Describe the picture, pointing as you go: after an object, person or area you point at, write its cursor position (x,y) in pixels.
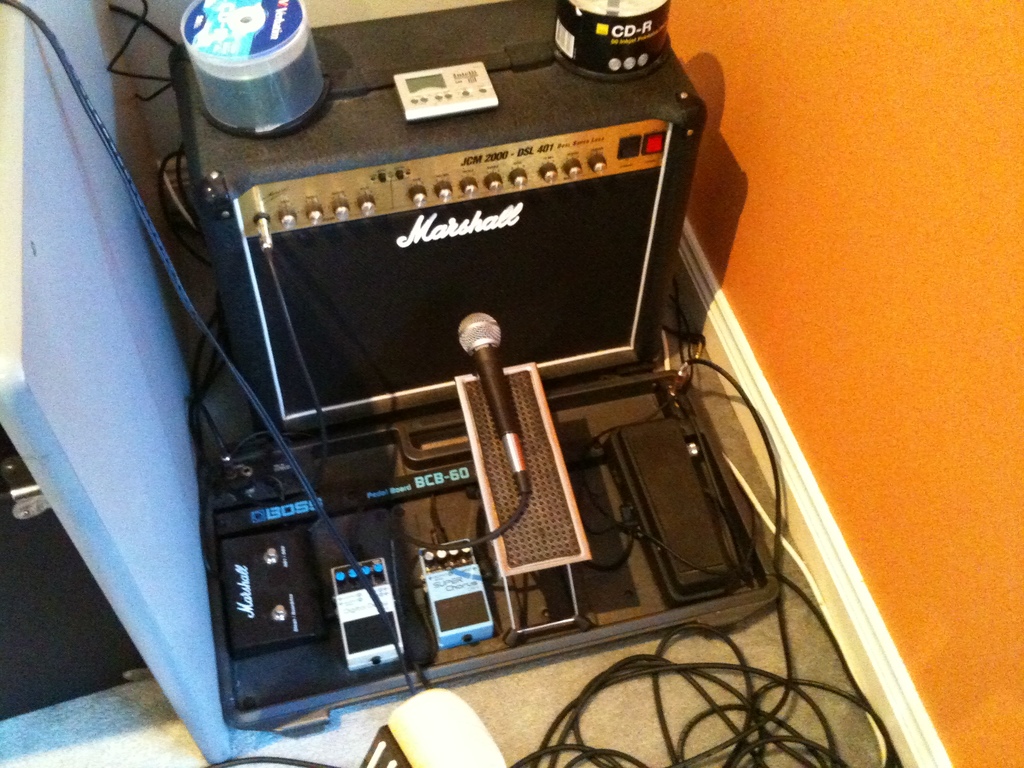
In this picture there is a device (394,298) on the top (453,134). At the bottom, there is a mike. At the bottom right (808,679), there are wires (618,754).
